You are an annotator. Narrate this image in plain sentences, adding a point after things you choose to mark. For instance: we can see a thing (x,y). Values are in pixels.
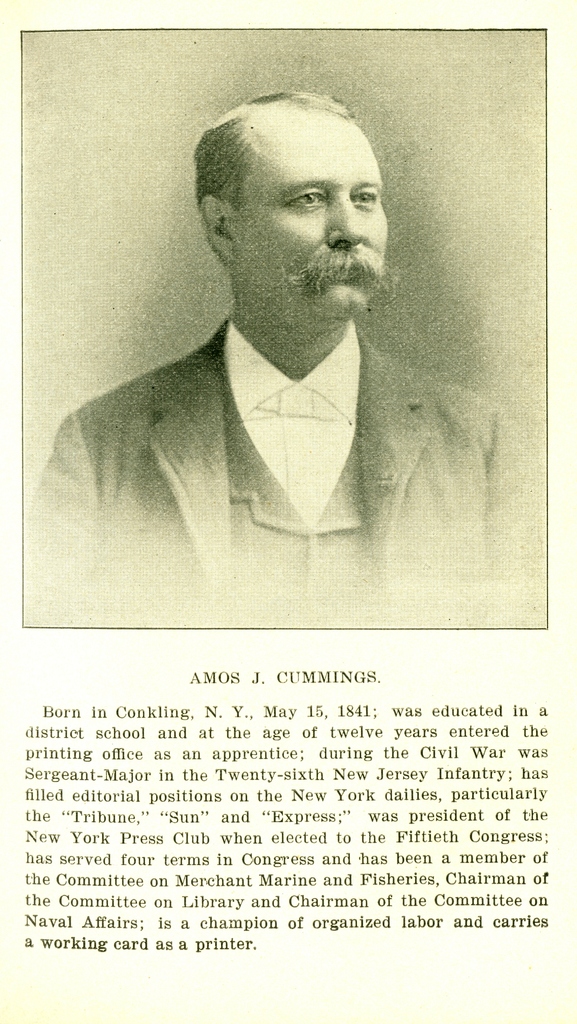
In this picture I can see there is a photo graph (222,281) of the man (416,493) and he is looking at the right side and there is a wall (538,601) and there is something written here in the bottom (335,922).
